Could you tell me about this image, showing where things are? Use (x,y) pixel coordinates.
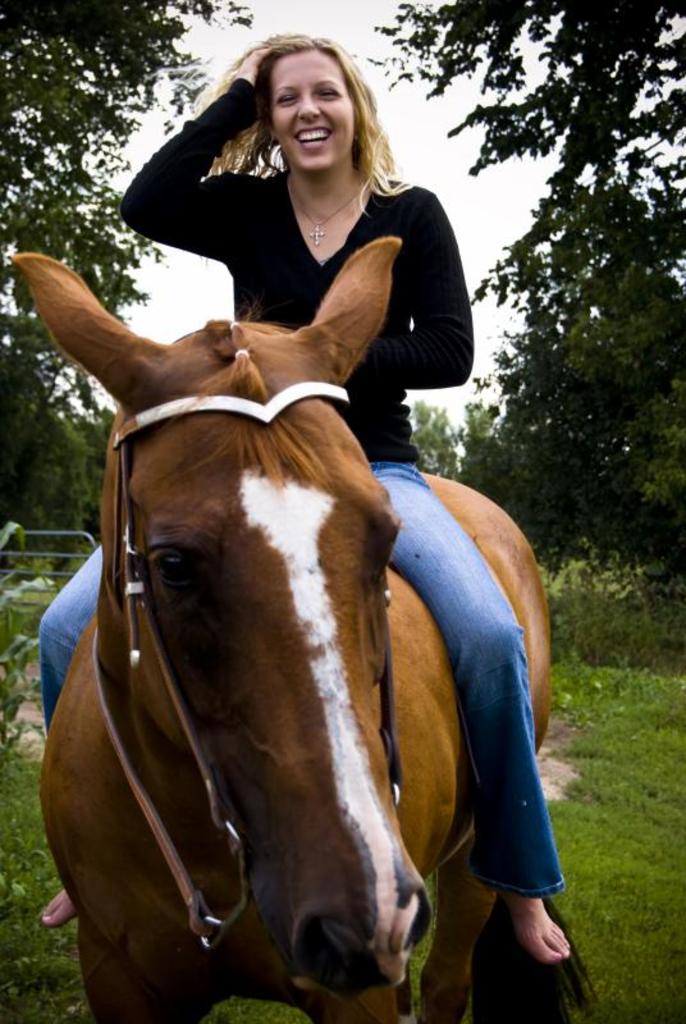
In this picture we see a woman (412,357) smiling and riding a horse (155,549) and we see few trees (546,466) around.
